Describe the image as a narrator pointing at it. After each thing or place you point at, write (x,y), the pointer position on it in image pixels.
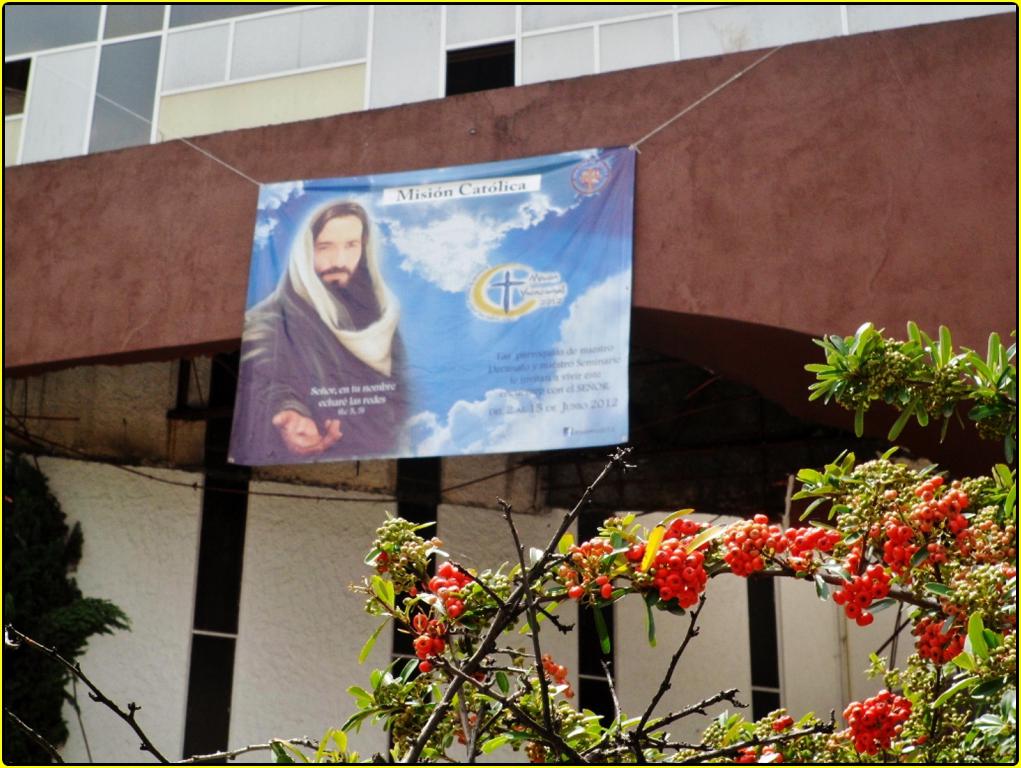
There is a tree (790,566) which has red color objects (704,575) on it in the right corner (933,604) and there is a banner (493,271) which has a picture (382,283) and something written on it is tightened to a rope (642,139) on either sides of it.
